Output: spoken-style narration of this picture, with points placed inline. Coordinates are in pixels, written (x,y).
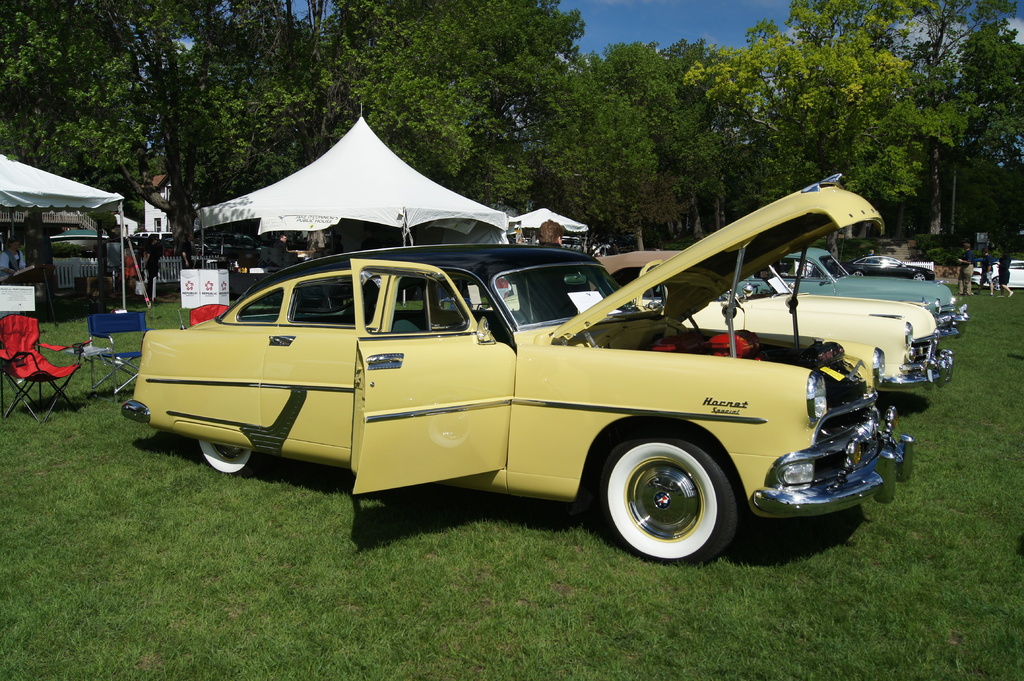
In this image I can see a car (575,257) on the ground (84,318) I can see vehicles (494,292), tents (453,219), chairs (18,354), at the top (604,27) I can see the sky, on the right side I can see three persons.
